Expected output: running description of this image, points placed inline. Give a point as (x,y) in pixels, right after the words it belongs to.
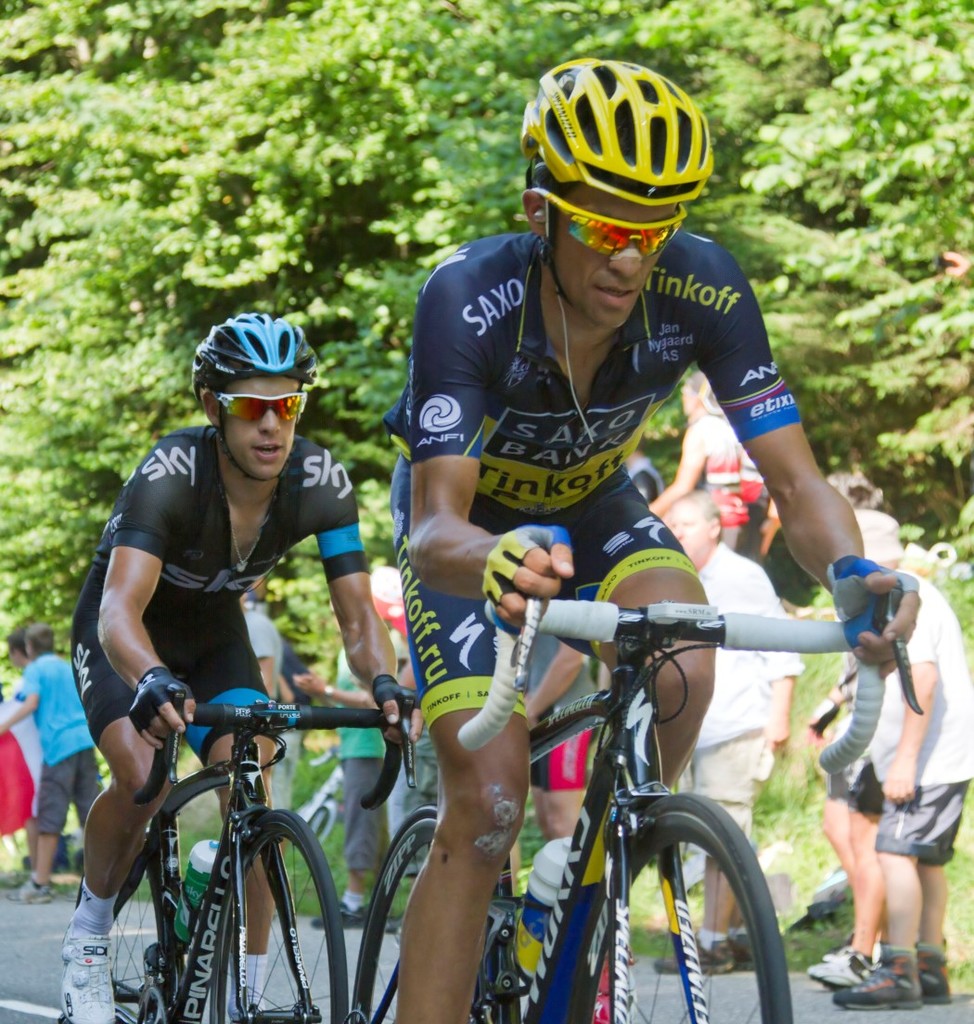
In this image, there are two persons (462,552) riding bicycles (242,761) with helmets (281,335) and goggles (274,408). In the background (39,684), I can see a group of people (740,513) standing and there are trees (892,264).
